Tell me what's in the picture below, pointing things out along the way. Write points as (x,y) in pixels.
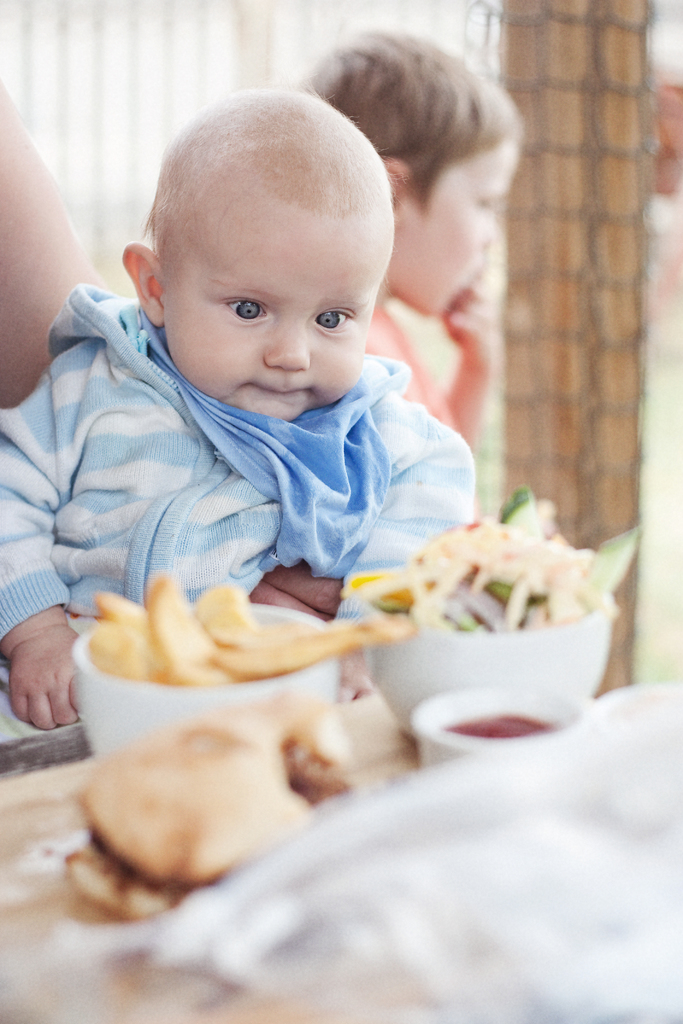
In this image we can see food items (424,615) in the bowls (420,712) and other objects (333,867) on a platform (353,780). In the background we can see a person's hand (34,270) is holding a kid (268,369). In the background (426,152) we can see a boy (474,194), net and a wooden pole (540,469).
